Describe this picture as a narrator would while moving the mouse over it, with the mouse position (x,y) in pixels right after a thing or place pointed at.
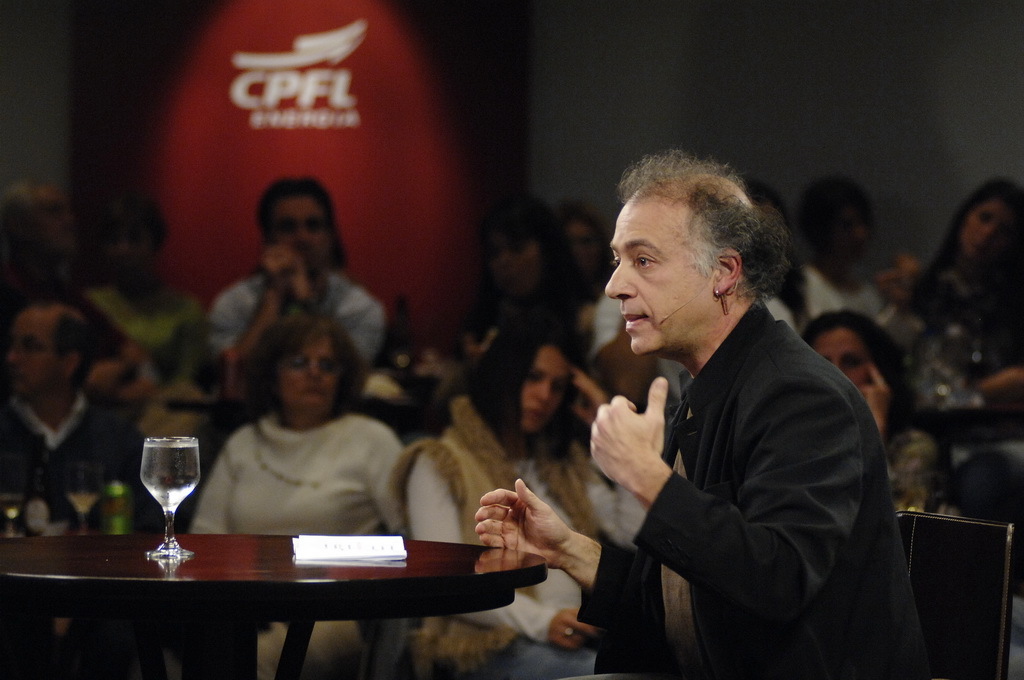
In this image I see a man (538,541) who is sitting on a chair (1009,553) and I can also see that there is a table (92,577) in front of him and there is a paper (373,556) and a glass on it. In the background (969,212) I can see lot of people (987,213).
